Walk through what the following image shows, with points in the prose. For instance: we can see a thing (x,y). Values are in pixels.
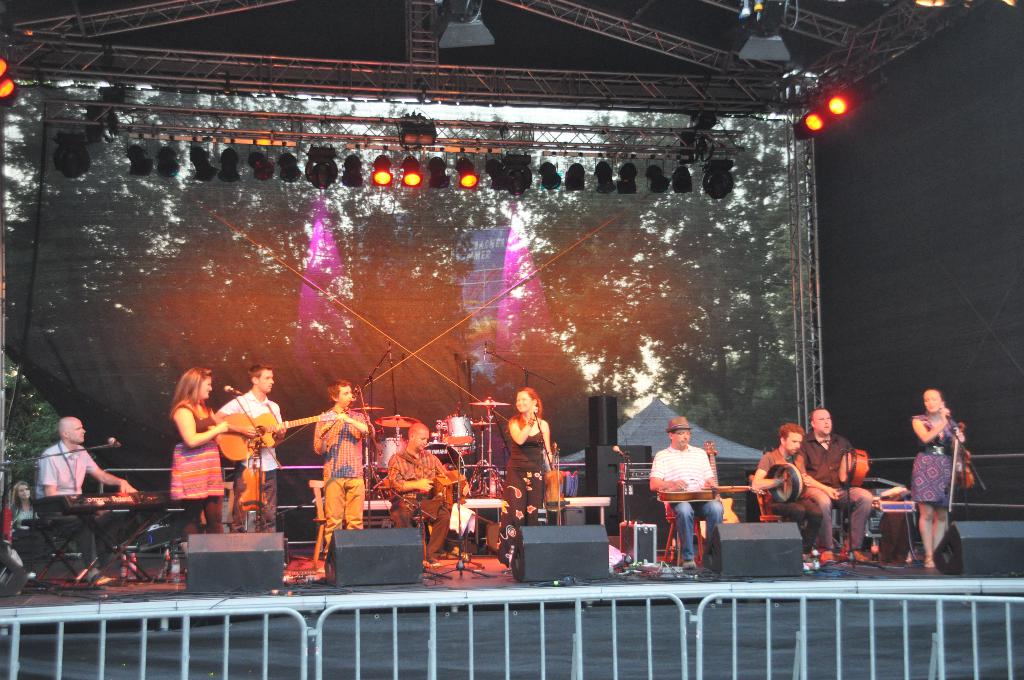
In this picture there are so many people (79,460) musical instruments (482,445) on the stage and in the background (909,479) we observe a mesh backdrop (786,280) and to the top of it we find lights (839,100) fitted to the roof (230,137). This picture is clicked in a musical concert.
